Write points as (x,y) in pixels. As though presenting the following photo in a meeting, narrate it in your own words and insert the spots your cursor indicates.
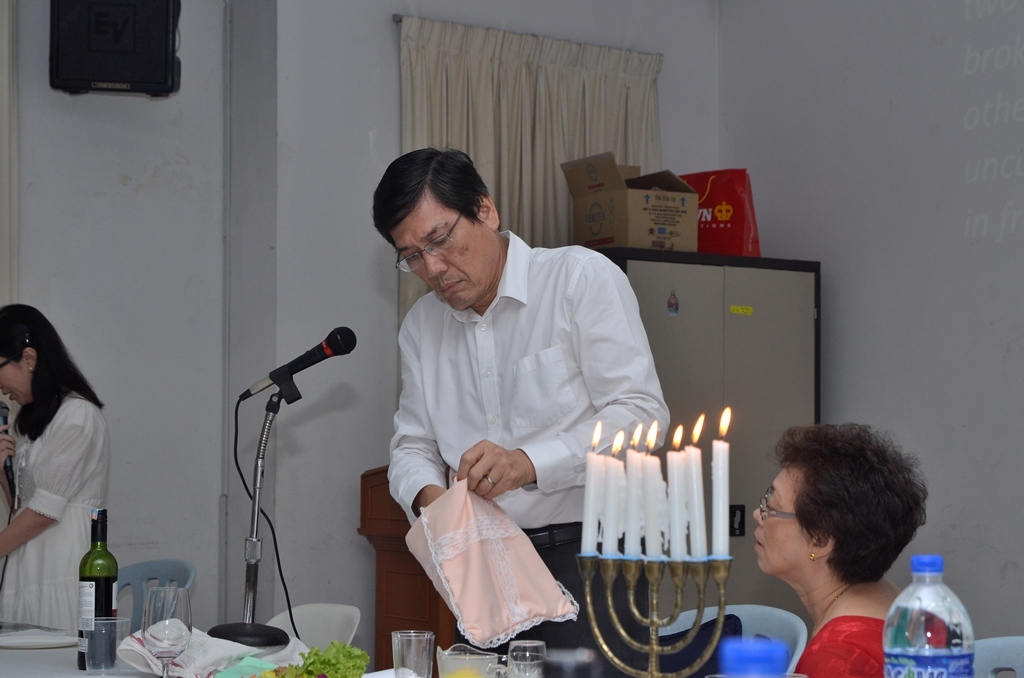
Here we can see a man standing in the center (654,413) and he is putting something in this cover (470,568). There is a woman (20,613) on the left side (3,388) and looks like she is speaking on a microphone (2,406). There is another woman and she is on the right side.
